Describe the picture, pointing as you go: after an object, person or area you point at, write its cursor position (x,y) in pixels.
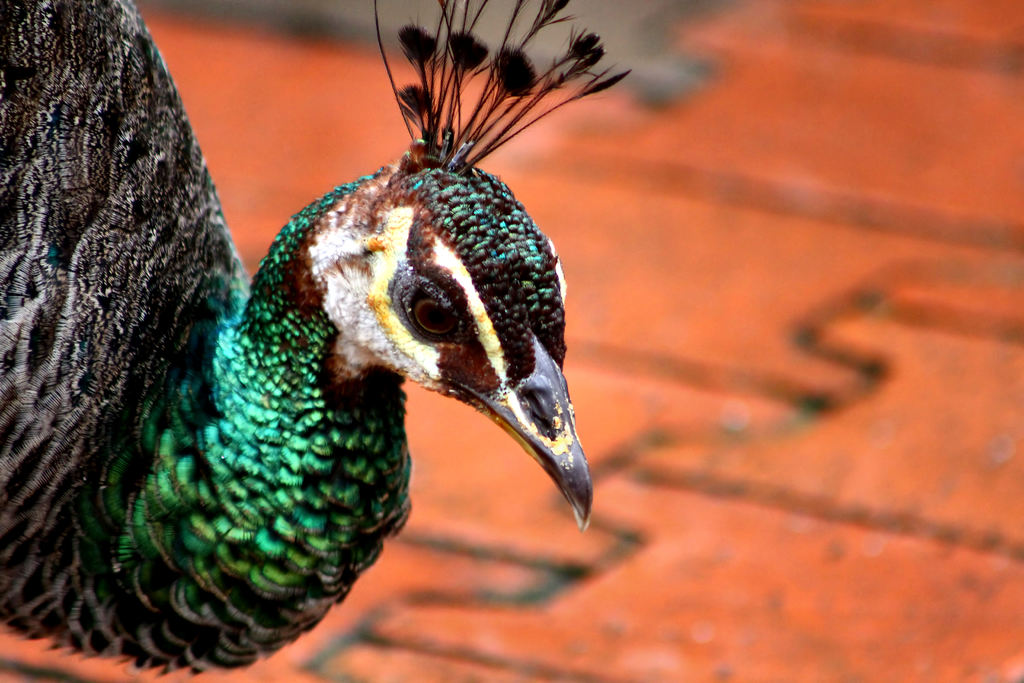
In this image, we can see a peacock (388,379) on the blur background.
